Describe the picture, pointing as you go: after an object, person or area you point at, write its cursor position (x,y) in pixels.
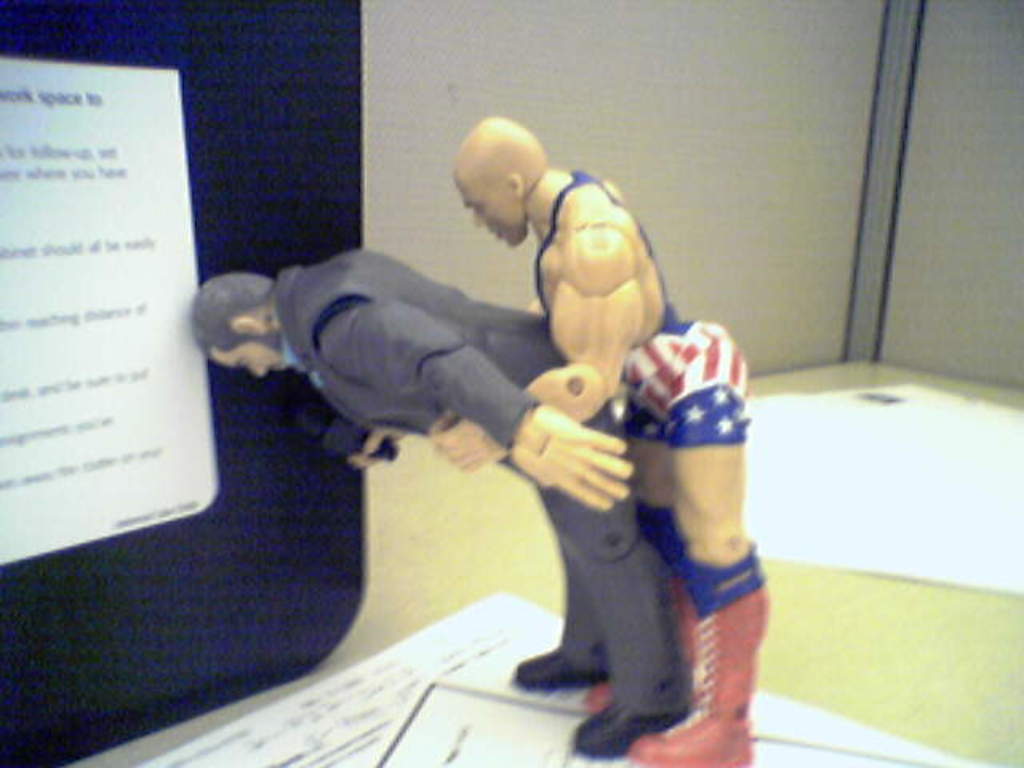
In this image there are two toys (526,363) which are standing on the papers (421,698), and in the background (0,41) there is a board (35,720) on the table (461,558).
